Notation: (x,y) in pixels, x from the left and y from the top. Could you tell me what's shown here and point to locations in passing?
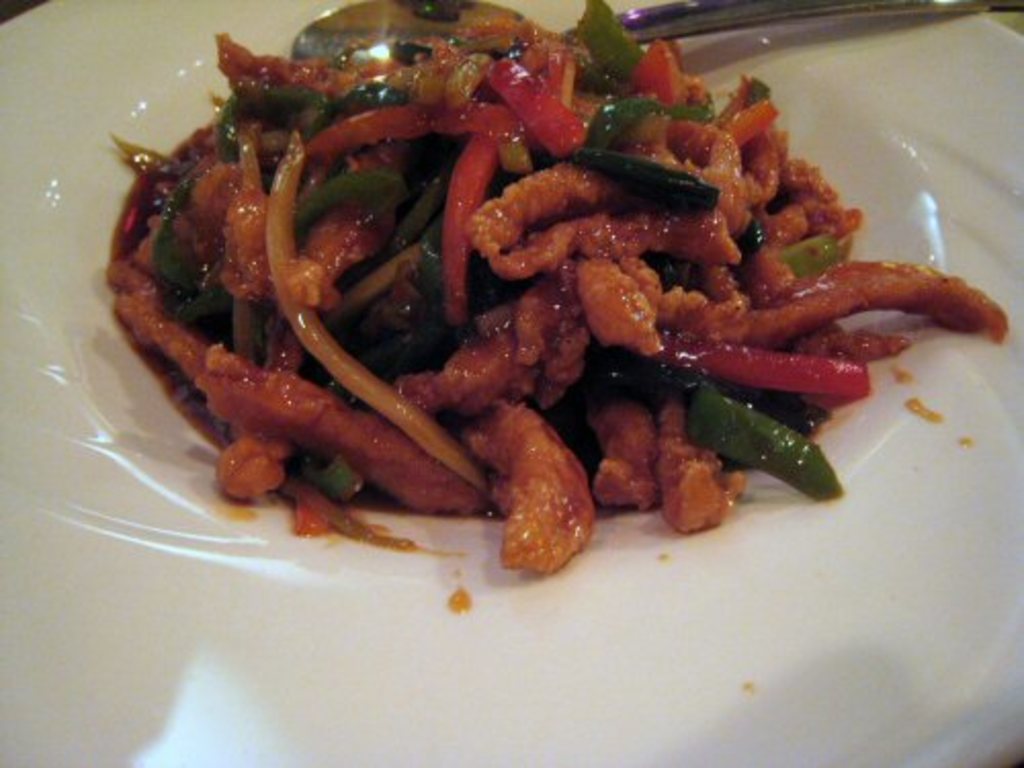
In this image there is a plate (34,73) in that plate (573,699) there is a food (583,57) and spoon (458,25).
